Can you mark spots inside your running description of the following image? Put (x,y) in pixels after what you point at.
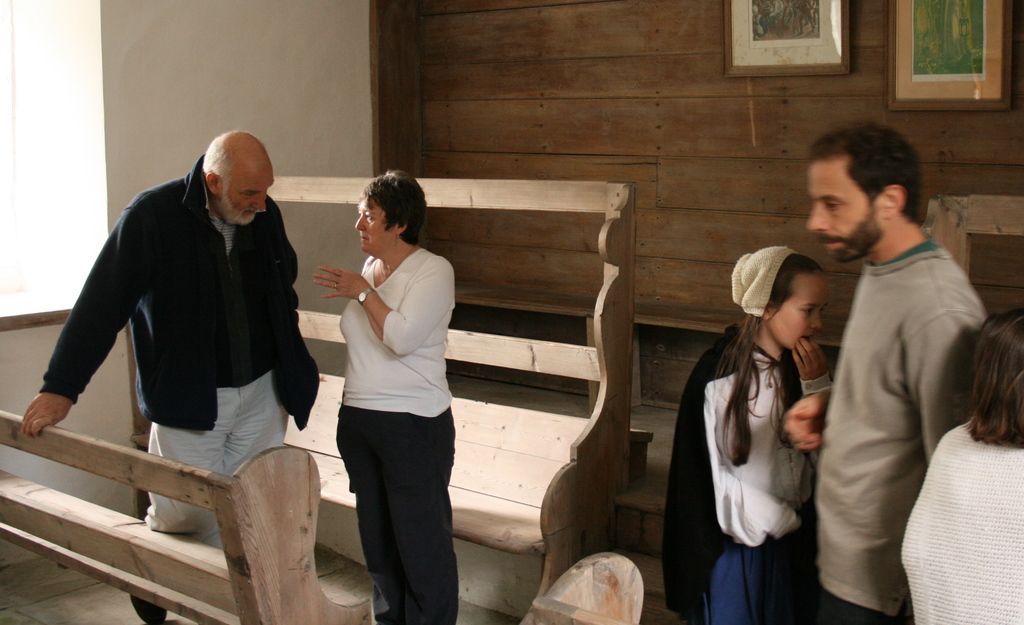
This is an inside. On the right side (876,402) I can see a man (847,424) and two girls (771,396) are standing. On the left side (251,329) I can see a woman (361,293) and a man (199,329) are standing and it seems like they are discussing something. Beside these people (401,482) there are two benches (454,483). In the background (517,178) I can see a wall (678,98) on which two frames (765,39) are attached.
